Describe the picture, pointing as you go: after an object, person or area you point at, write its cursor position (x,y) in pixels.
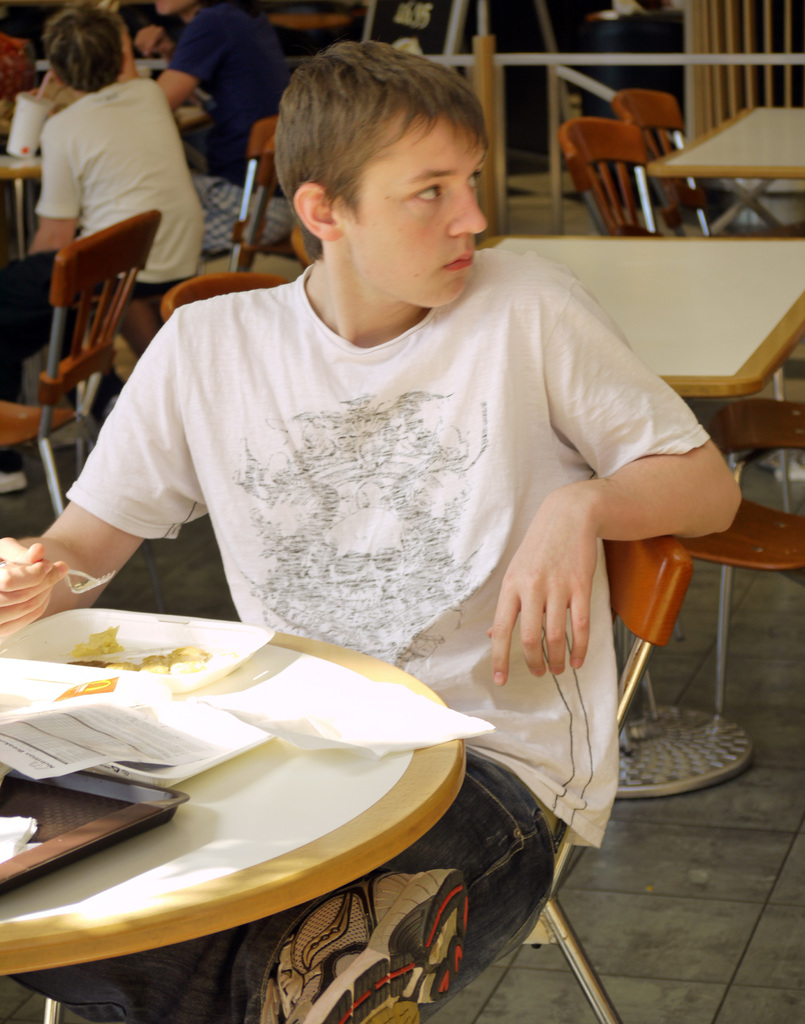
This picture describes about group of people (361,480) there are all seated on the chair (259,159), in front of them we can find couple of papers (162,708) and some food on the table (244,801).
